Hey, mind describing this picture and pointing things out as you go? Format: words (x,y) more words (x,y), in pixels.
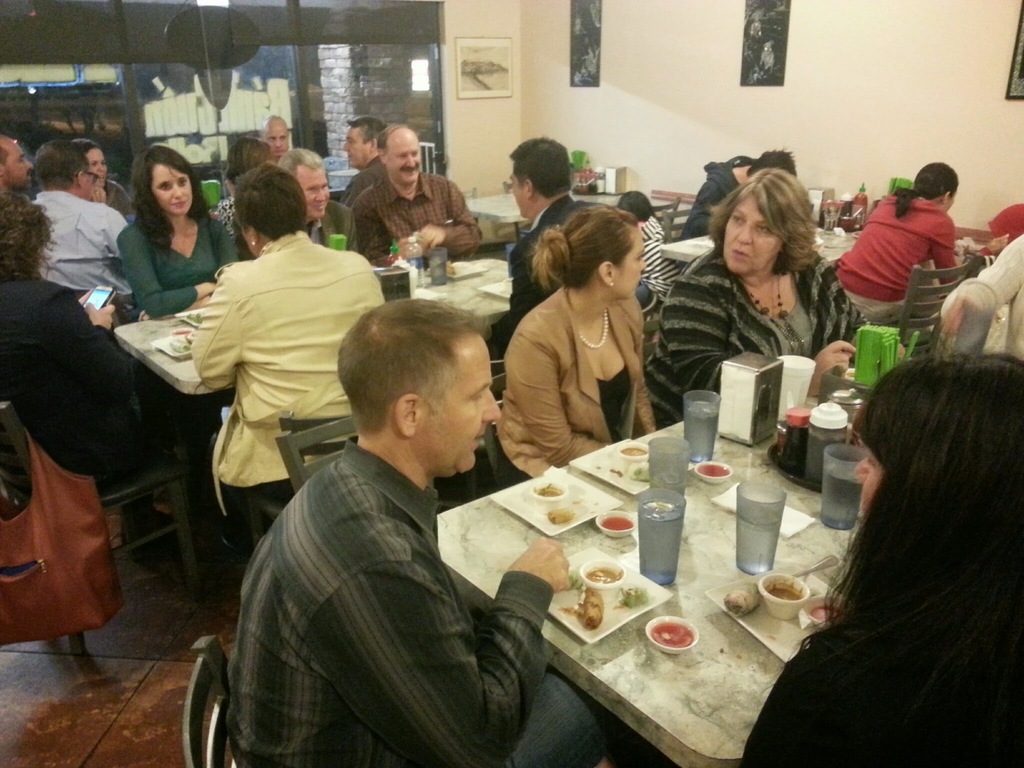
Group of people (929,635) sitting on the chairs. We can see glasses (752,494), plates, food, bowls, ketchup bottle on the tables (820,534). On the background (522,81) we can see wall (725,106), frames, glass window (388,102). This is floor (148,707).
